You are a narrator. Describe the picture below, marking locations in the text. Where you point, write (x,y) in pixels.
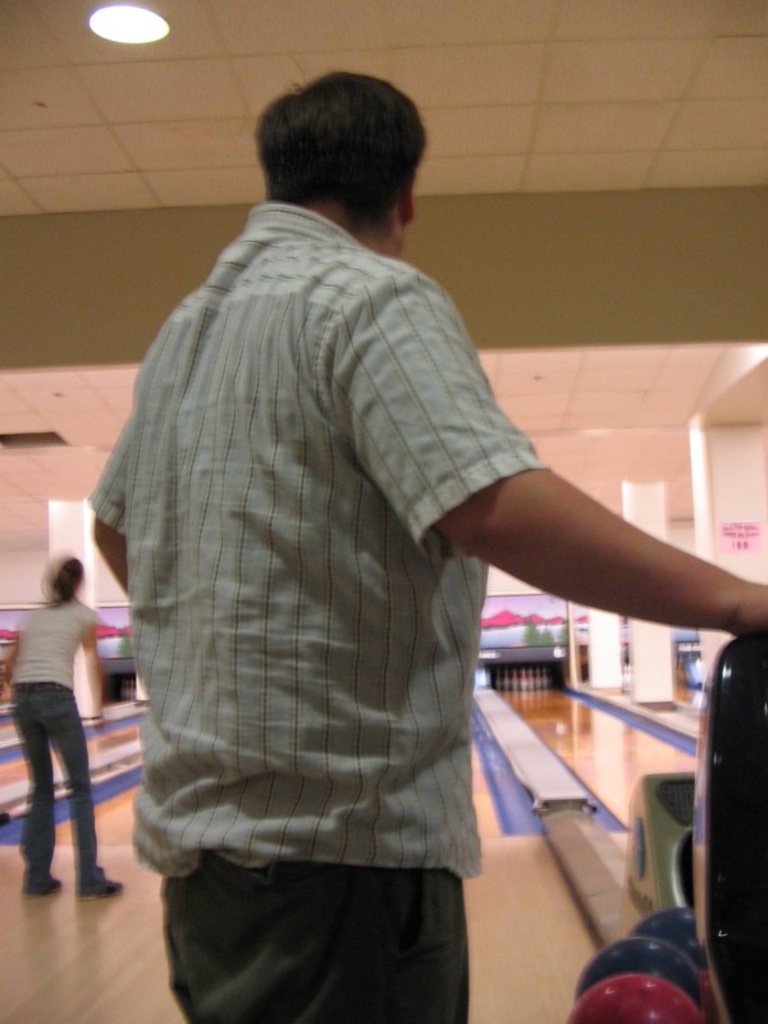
In the foreground (484,448) I can see two persons (413,713) are playing a game on the floor (580,911). In the background (578,398) I can see a wall (705,294), rooftop (545,92) on which lights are mounted. This image is taken in a hall (542,455).
